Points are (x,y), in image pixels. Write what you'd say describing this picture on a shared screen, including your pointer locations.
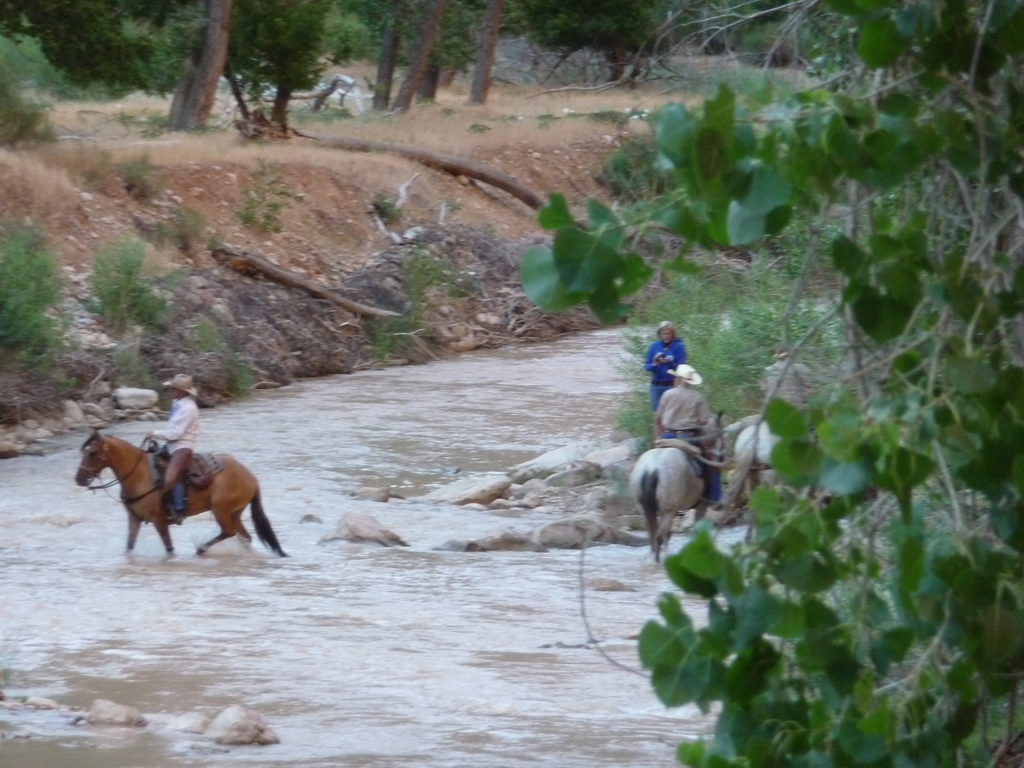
In this image we can see two people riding horses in the water (401,399) and a person (648,367) standing on the stones (507,487). We can also see some plants (790,600), grass (11,183), the bark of the trees (635,40) and a group of trees (569,49).
